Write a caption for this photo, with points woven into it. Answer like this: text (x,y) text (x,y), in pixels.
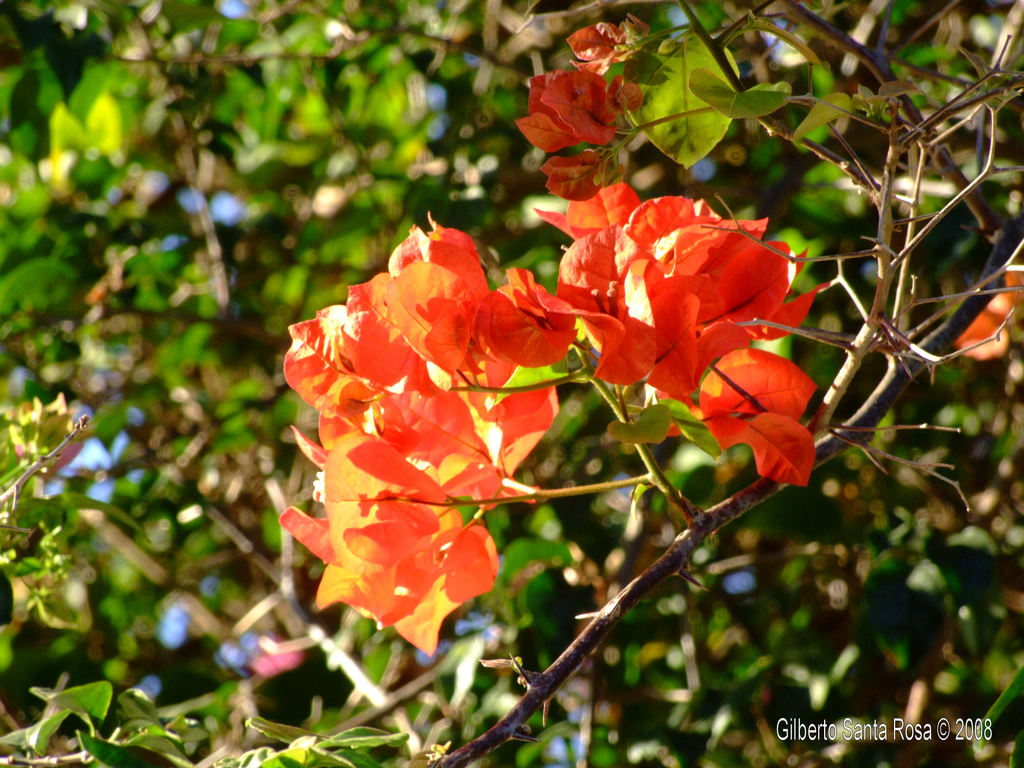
In this image in the front (628,403) there are flowers (517,443) on the plant (674,505) and the background (739,689) is blurry.
